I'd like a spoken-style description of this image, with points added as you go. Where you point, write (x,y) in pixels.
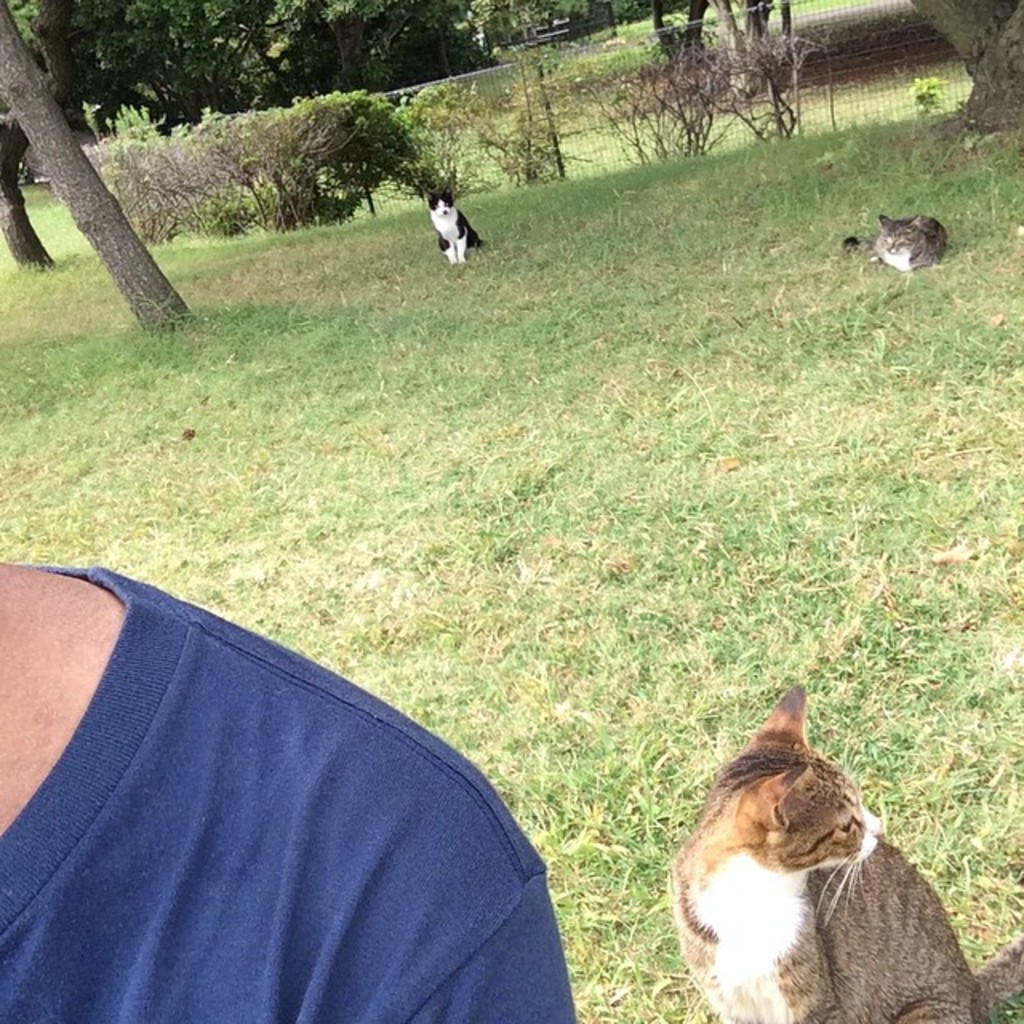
In this image we can see a person (150,850), few animals (808,770) on the ground (575,445), trees (994,56) and fence (586,115) in the background (588,110).
